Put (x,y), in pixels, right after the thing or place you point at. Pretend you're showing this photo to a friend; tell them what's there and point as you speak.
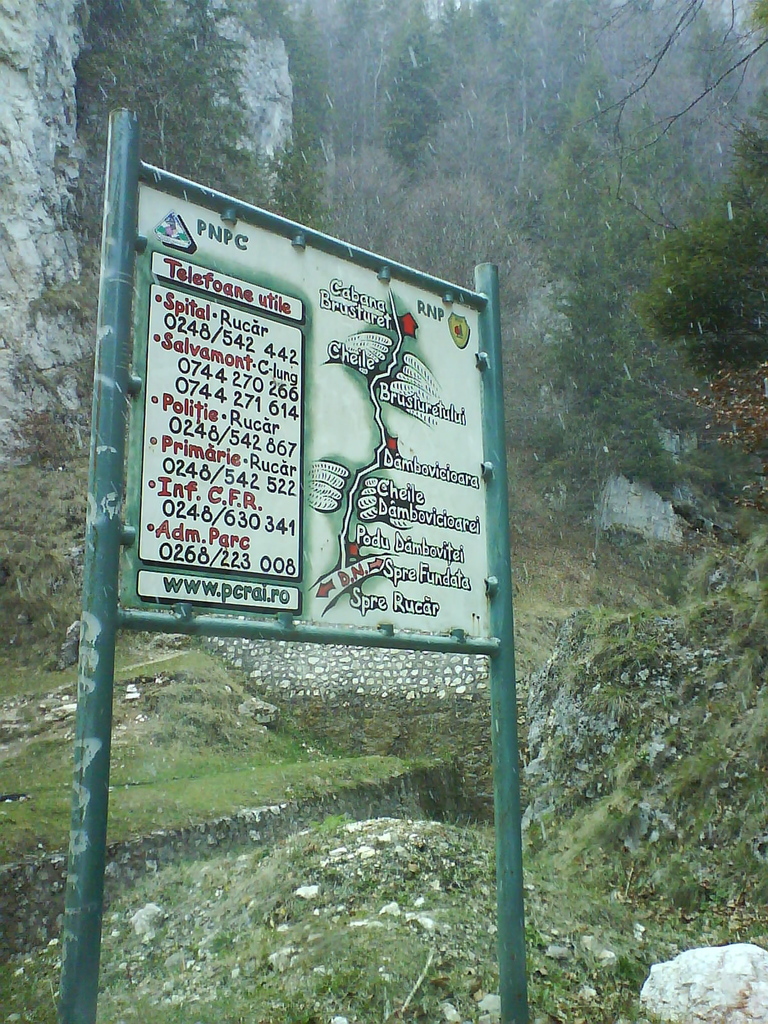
In this picture I can see a signboard (430,292), and in the background (430,229) there are trees (541,100) and rocks (60,70).
